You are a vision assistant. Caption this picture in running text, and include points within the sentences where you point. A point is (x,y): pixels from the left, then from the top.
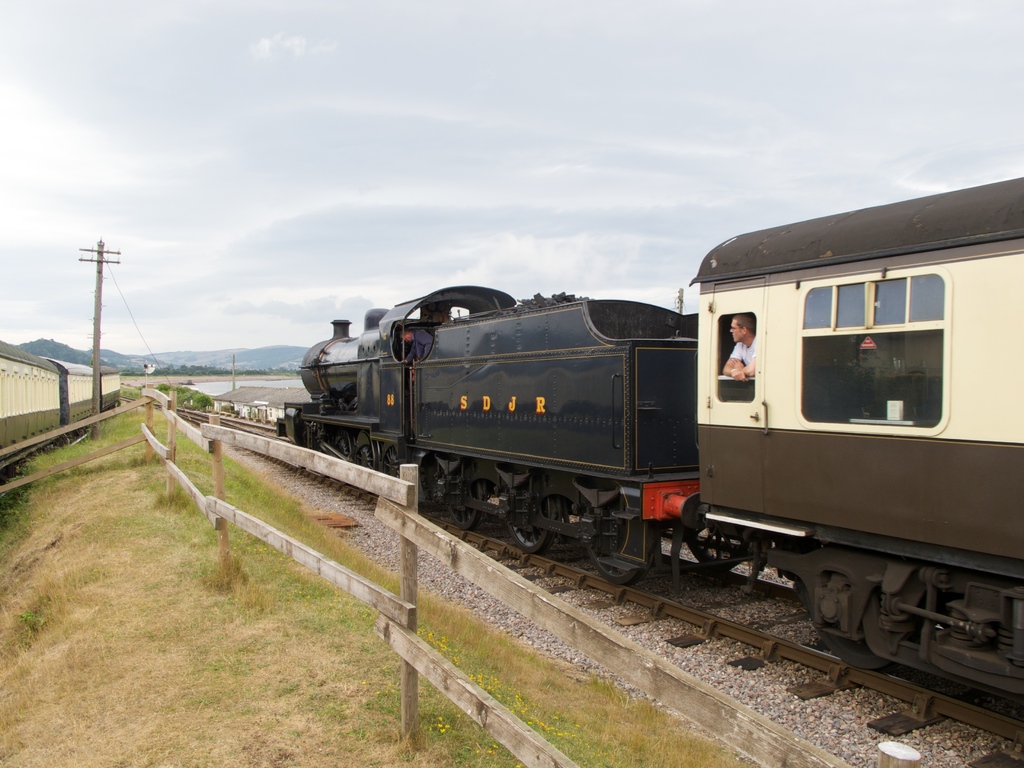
In this picture we can see few trains (306,442) on the tracks (261,431), and we can find a man (739,366) in the train (769,401), beside to the train (340,381) we can see fence (161,443) and a pole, in the background (106,324) we can find few hills (172,354) and clouds (209,266).
